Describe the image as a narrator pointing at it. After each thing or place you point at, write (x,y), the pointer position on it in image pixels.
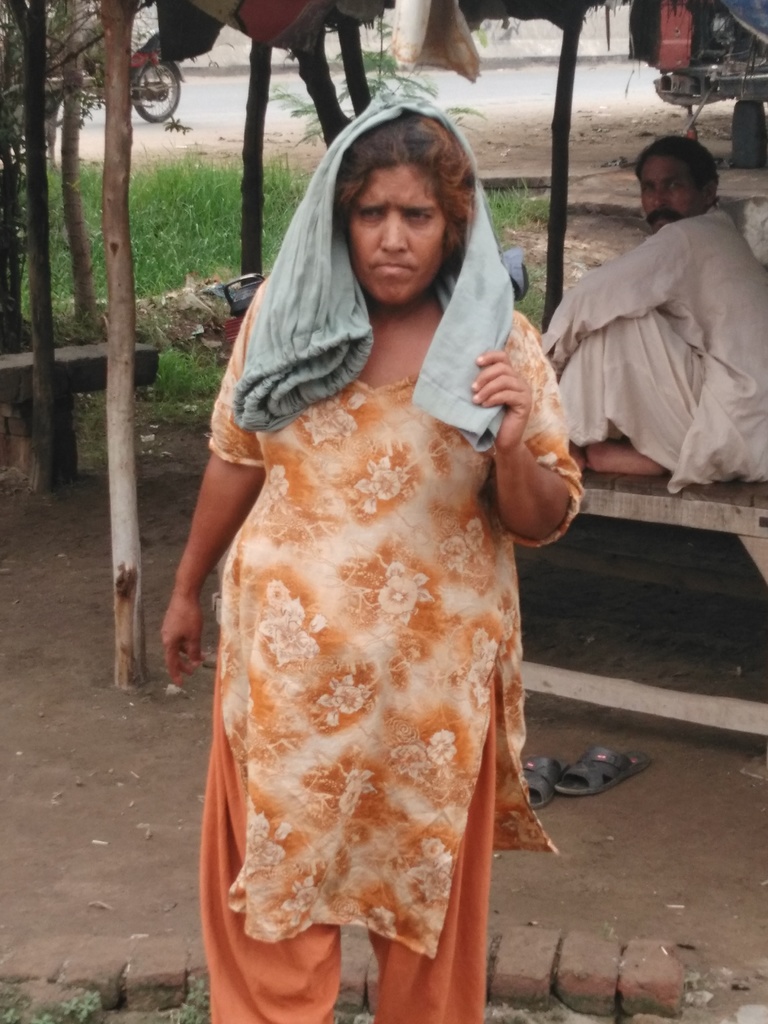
In the foreground of this image (401,621), there is a woman (444,541) standing and a cloth (299,304) is over her head (398,143). In the background (691,304), there is a man (688,419) sitting on a table (671,517), a motor bike (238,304), grass (195,226), road (453,84), wooden poles (567,78), a vehicle (699,68) and the wall (545,42).
